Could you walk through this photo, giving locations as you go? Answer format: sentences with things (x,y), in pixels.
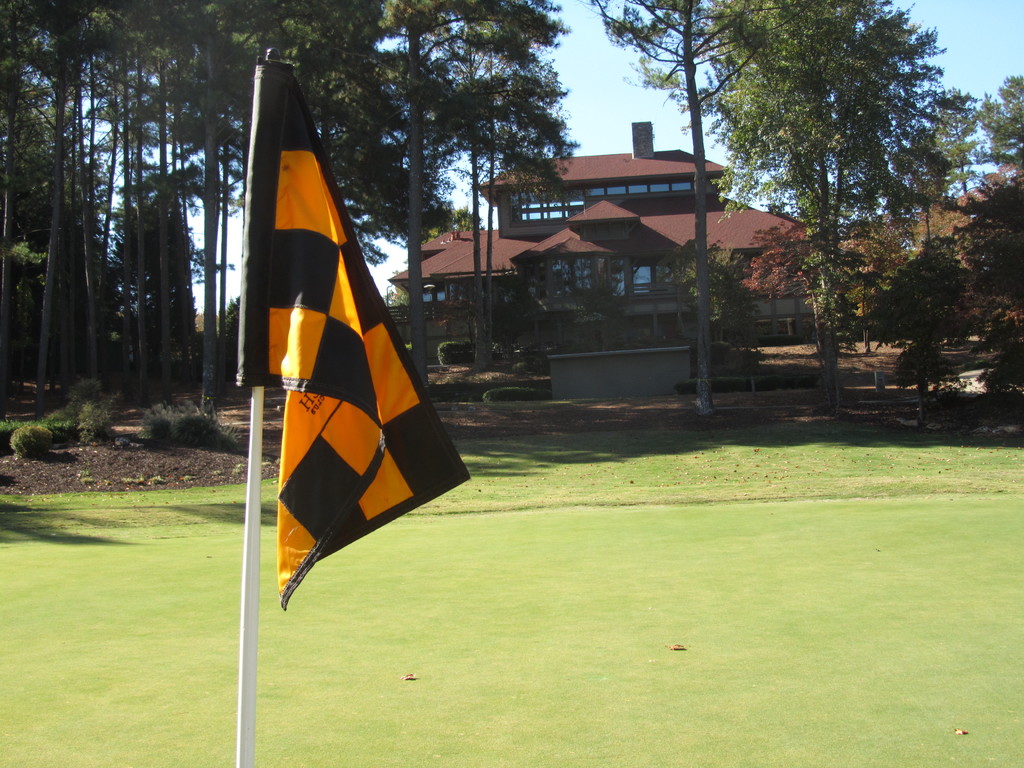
In this picture we can see a pole (248,741) with a flag (252,349), grass (437,498), trees (984,226), building (456,260), plants (178,435) and in the background (614,69) we can see the sky (635,97).
